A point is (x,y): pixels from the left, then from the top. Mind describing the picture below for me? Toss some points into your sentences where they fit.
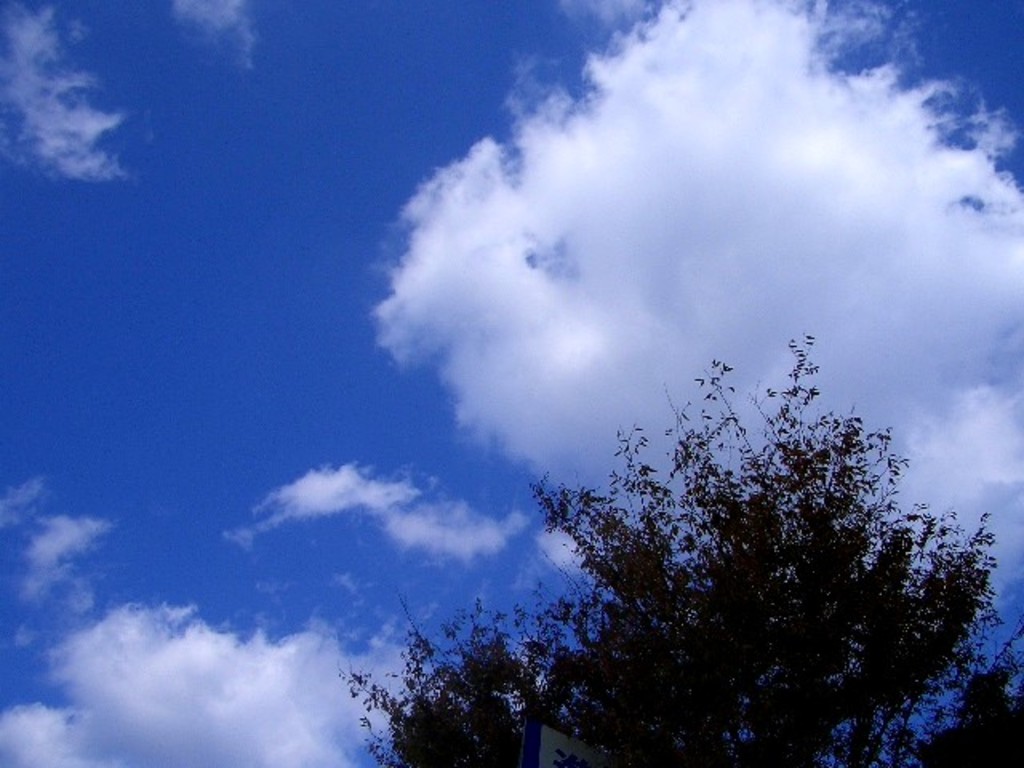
In this image we can see a tree (869,685) and a board (537,732). Behind the tree (855,494) we can see the cloudy sky (423,378).
